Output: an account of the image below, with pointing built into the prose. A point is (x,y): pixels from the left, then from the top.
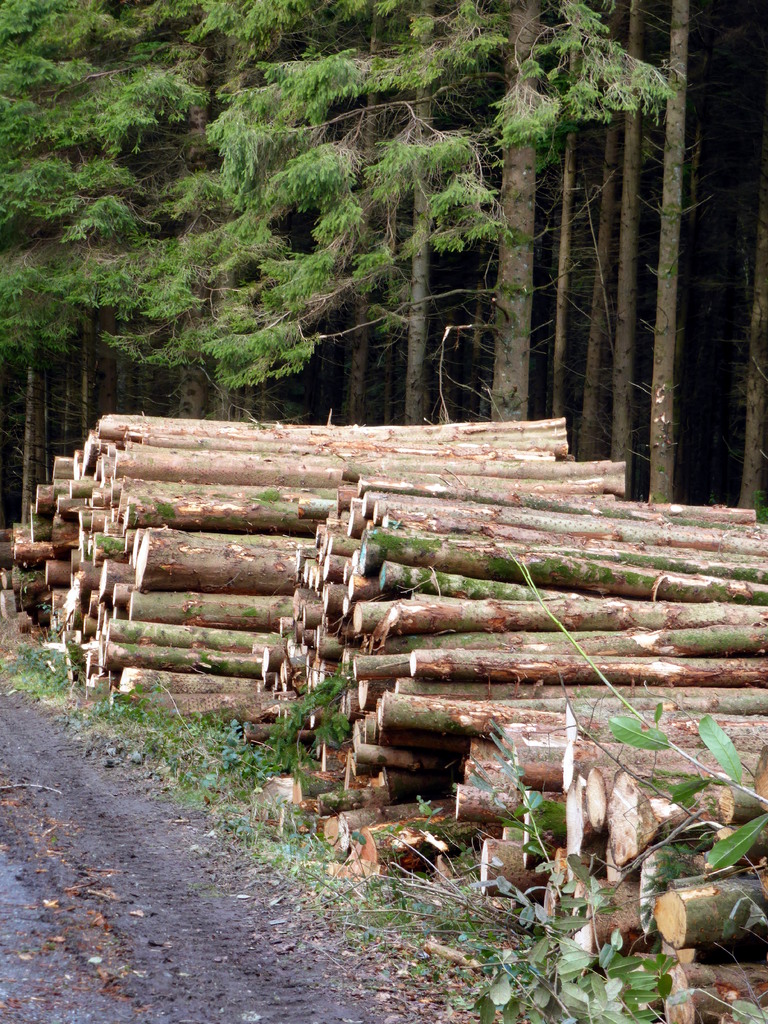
In this picture, there are group of wooden logs (270,459) placed beside the road (152,879). In the background (311,257), there are trees (412,222).
